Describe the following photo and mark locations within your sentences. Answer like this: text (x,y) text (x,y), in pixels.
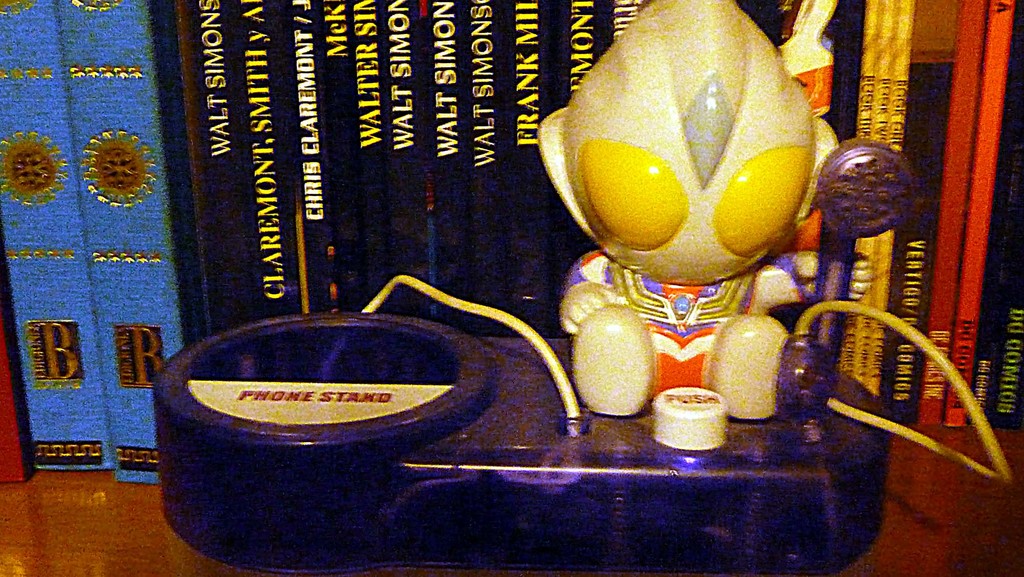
This image consists of a toy (674,406). In the background (299,270), there are books (951,176). It looks like a rack (922,525).
